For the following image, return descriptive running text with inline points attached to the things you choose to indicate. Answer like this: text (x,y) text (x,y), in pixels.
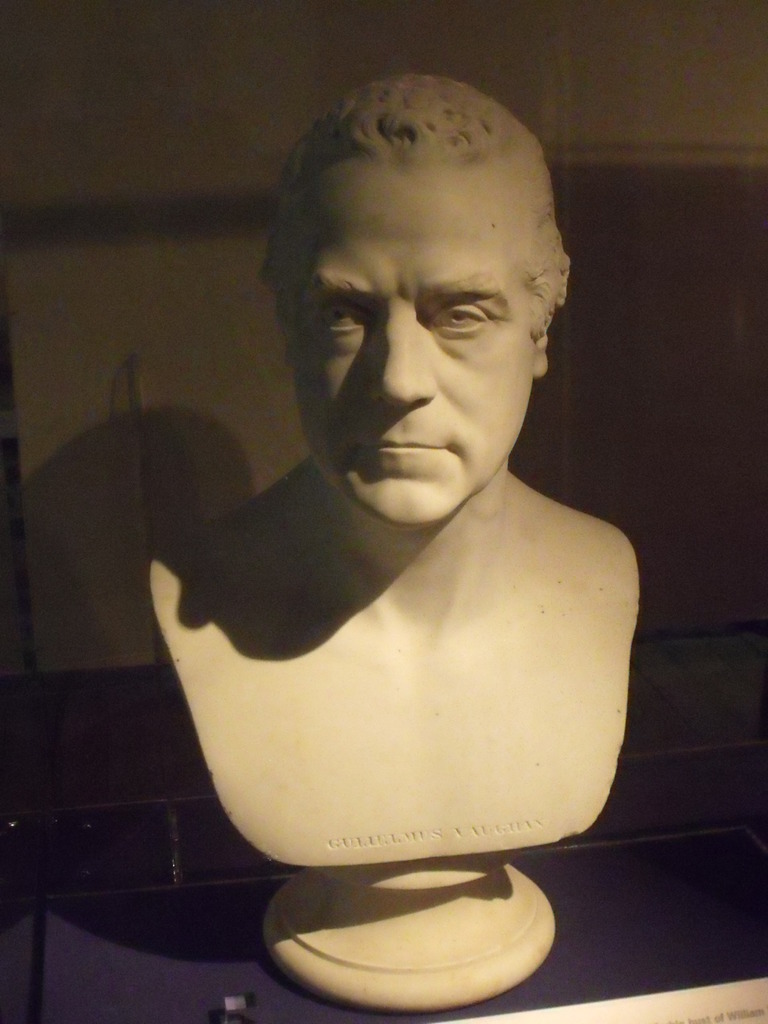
In this image there is a statue (408,540).
